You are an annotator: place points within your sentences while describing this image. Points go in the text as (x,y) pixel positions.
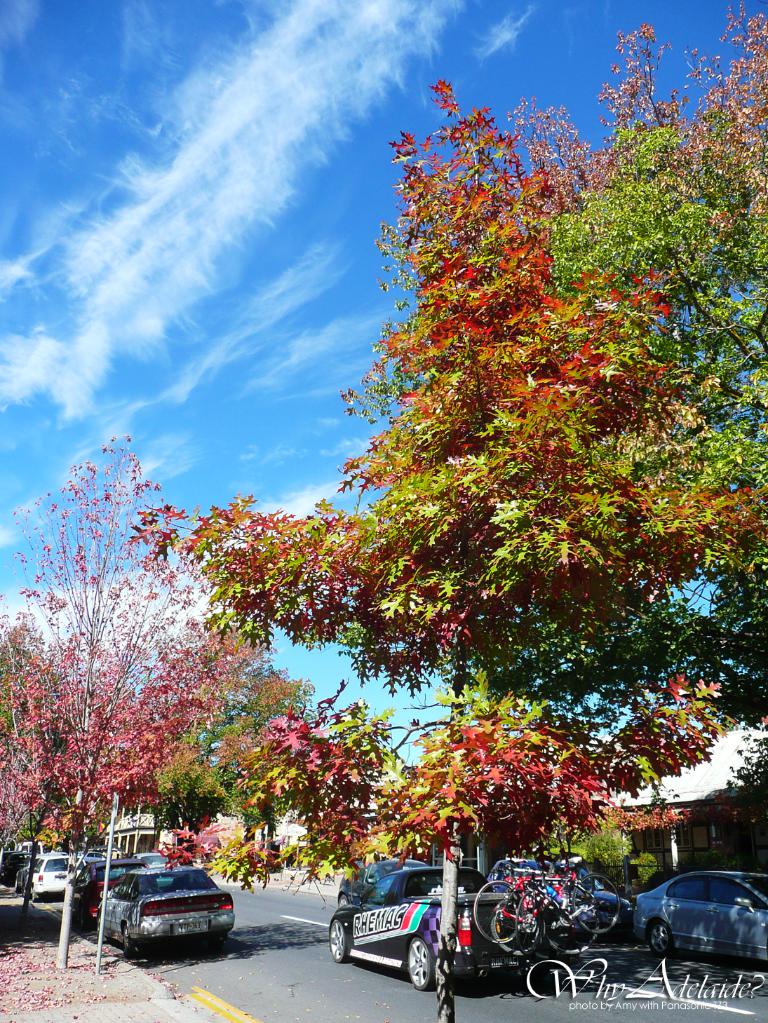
This picture is clicked outside the city (120,817). Here, we see many cars (412,967) parked along the road (467,996). On either side of the road (283,905), there are trees (286,748) and on the right side (620,797), we see a white building (715,783). At the top of the picture (199,167), we see the sky (290,145), which is blue in color.
